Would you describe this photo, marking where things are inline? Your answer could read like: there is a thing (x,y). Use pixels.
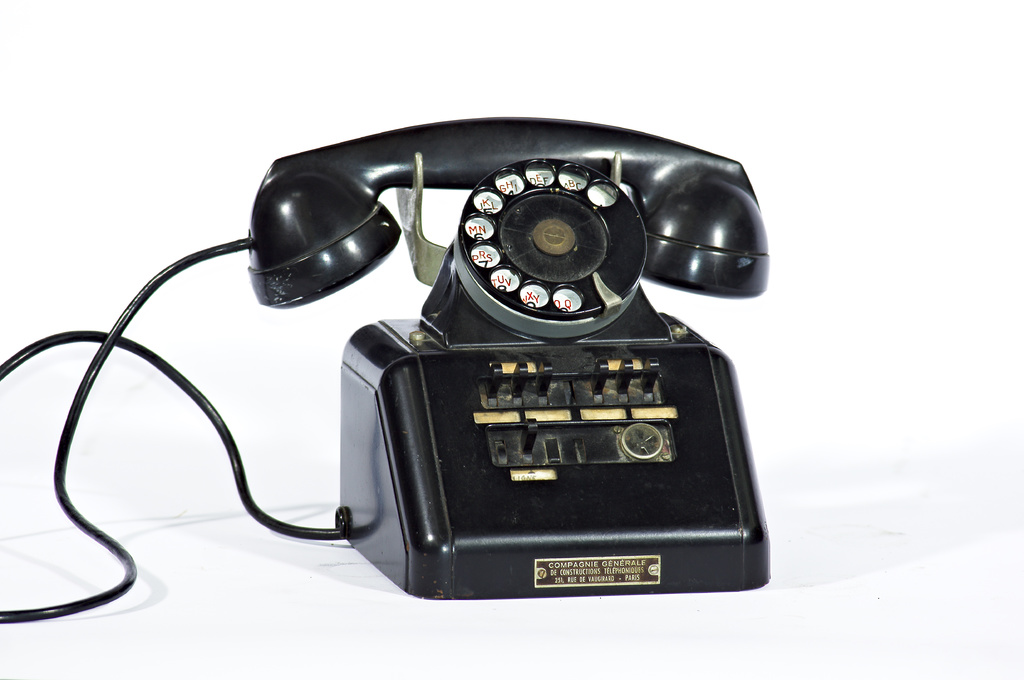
In this image there is a telephone (525,326).
